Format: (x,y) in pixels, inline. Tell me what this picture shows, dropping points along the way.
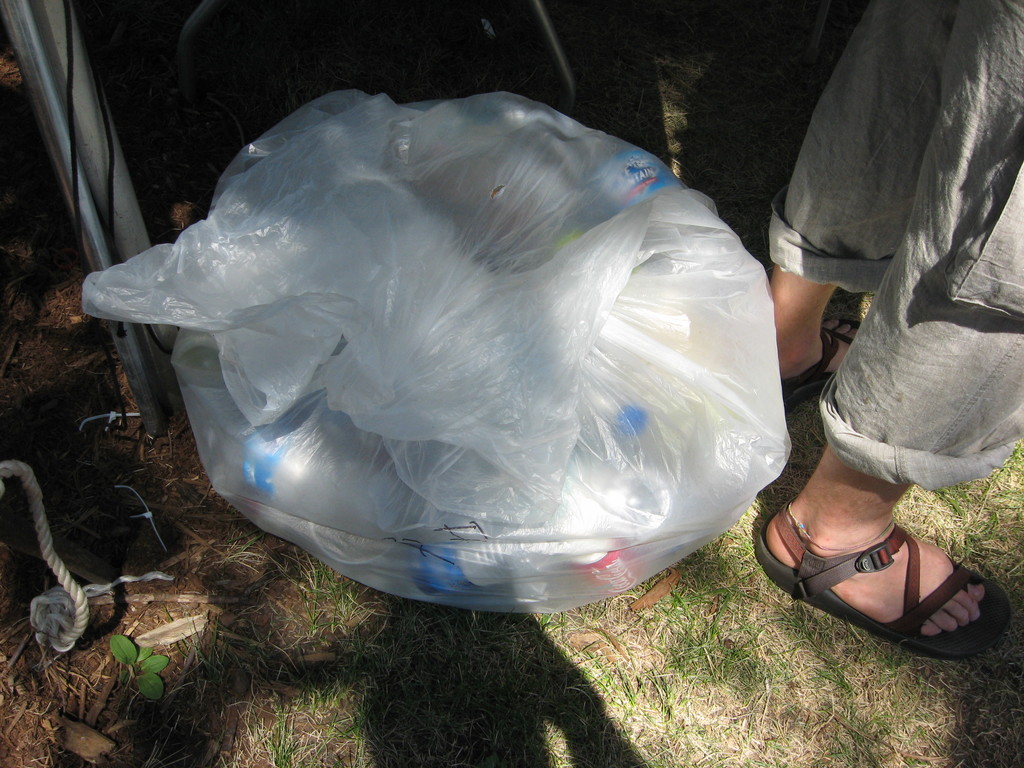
In this picture there is a polythene (241,376) in the center of the image (497,382), which contains bottles (570,299) in it and there is a man (885,251) who is standing on the right side of the image (879,517) and there are two rods (81,187) in the top left side of the image (77,76), there is a rope (76,618) on the left side of the image (61,607).
